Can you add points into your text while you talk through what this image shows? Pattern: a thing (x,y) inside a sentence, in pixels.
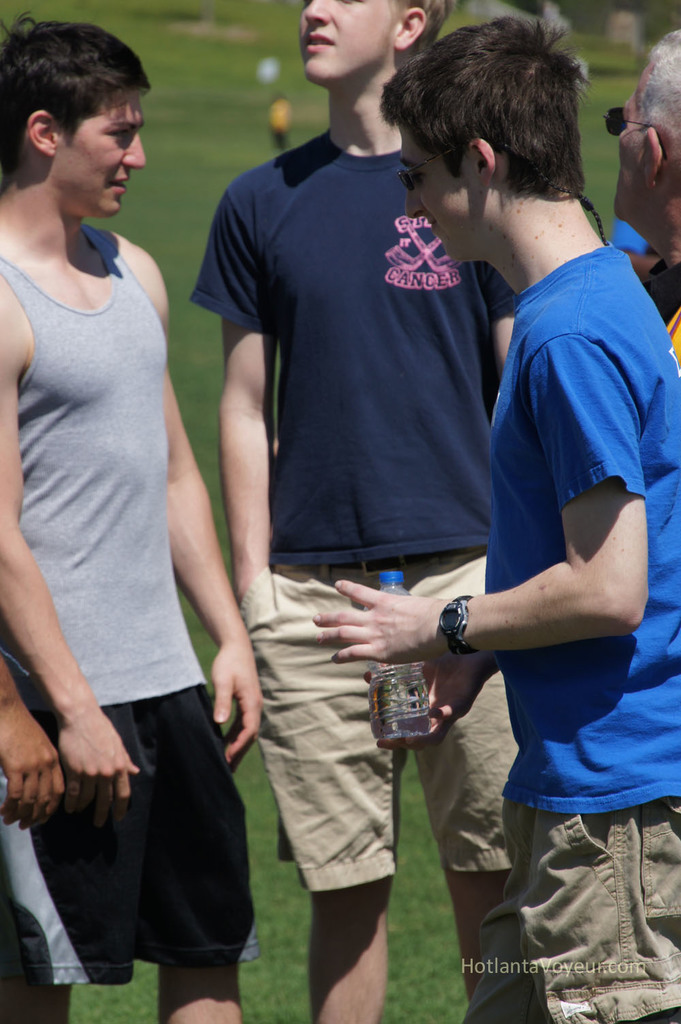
This is the picture of four people (435,688) standing on the grass floor (428,837), among them one is holding the bottle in his hands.
